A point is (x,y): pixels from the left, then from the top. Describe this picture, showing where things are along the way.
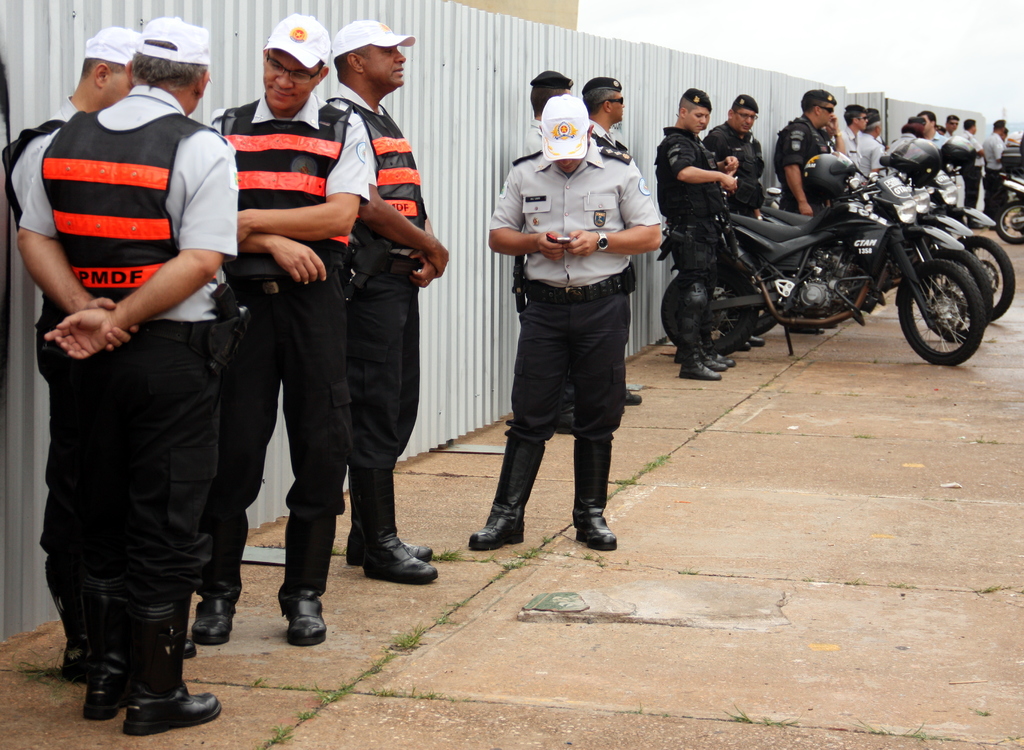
In this image I can see group of people (307,448) standing. The person (615,208) in front (608,355) wearing gray shirt (605,258), black pant (605,326), background (982,275) I can see few vehicles (949,278) and I can see sky (771,37) in white color.
